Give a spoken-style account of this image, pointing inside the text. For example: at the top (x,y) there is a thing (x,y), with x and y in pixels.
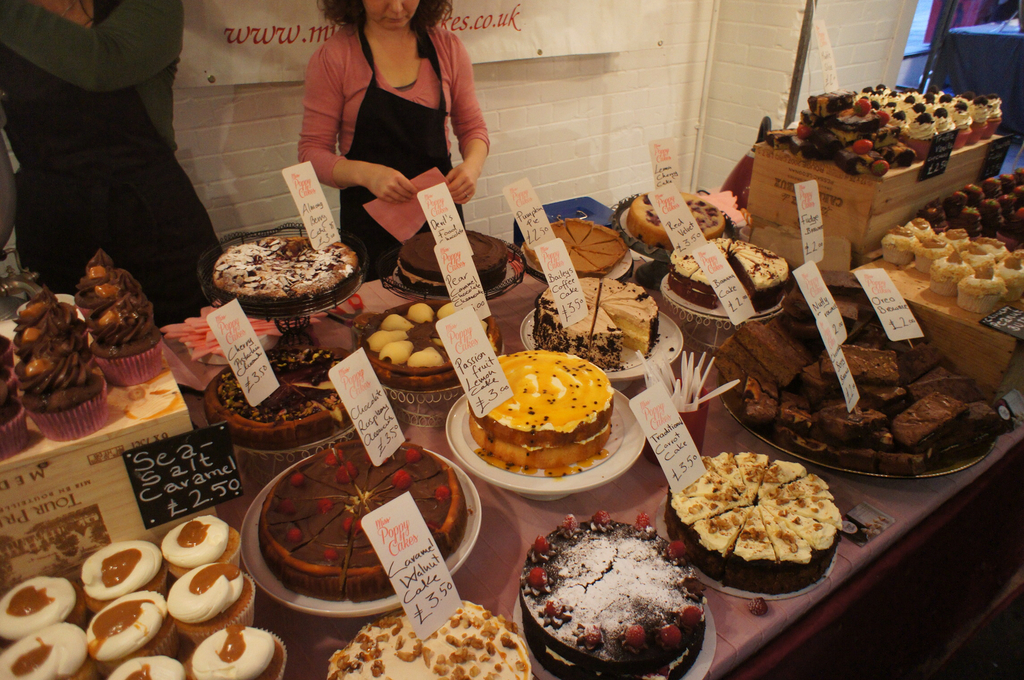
In this image we can see different kinds of foods (501,264) placed on the serving plates (405,389) along with their name boards (447,264). In the background (355,194) there are persons (364,135) standing on the floor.
